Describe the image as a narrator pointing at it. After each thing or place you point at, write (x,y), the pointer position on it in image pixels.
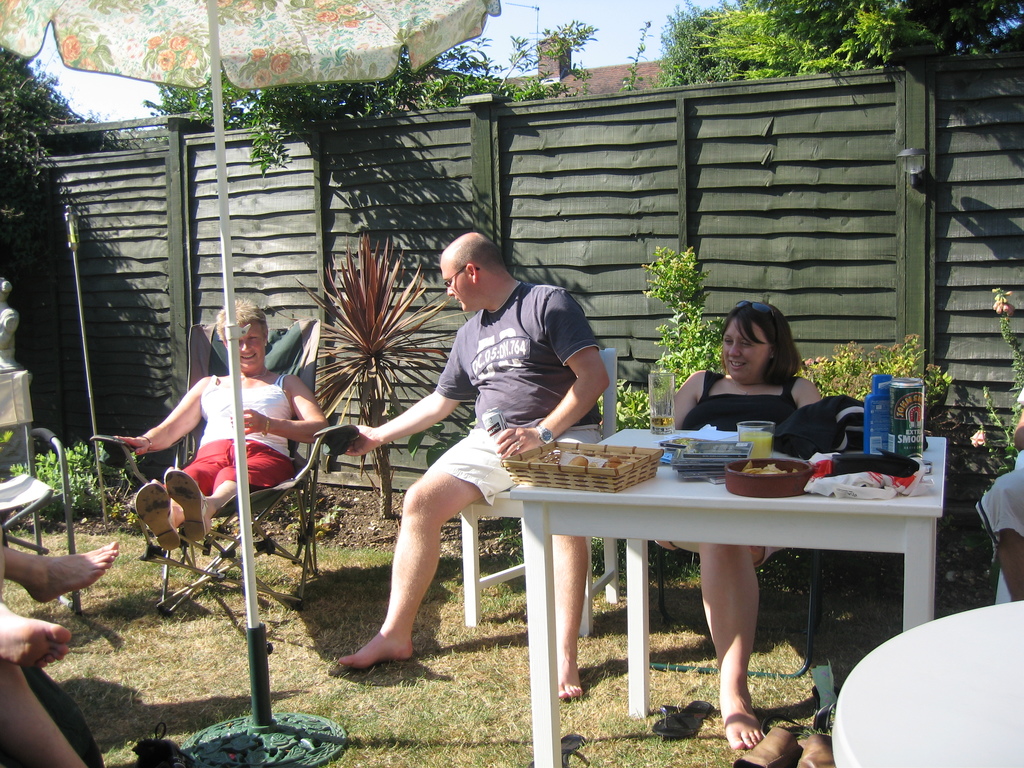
In this image there are people (76,566) sitting on the chairs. To the right (743,518) there is a table (667,518). There are glasses (750,431) bottles (877,396) and baskets (639,459) on the table (648,503). There is the food (584,461) in the baskets (625,465). To the left (248,590) there is a table umbrella (231,307). Behind them there are plants (88,462). There is grass (412,660) on the ground (308,688). Behind the plants (330,297) there is a wall (584,177). Behind the wall (858,125) there are trees (312,103) and buildings (566,86). At the top (604,16) there is the sky (81,89).
